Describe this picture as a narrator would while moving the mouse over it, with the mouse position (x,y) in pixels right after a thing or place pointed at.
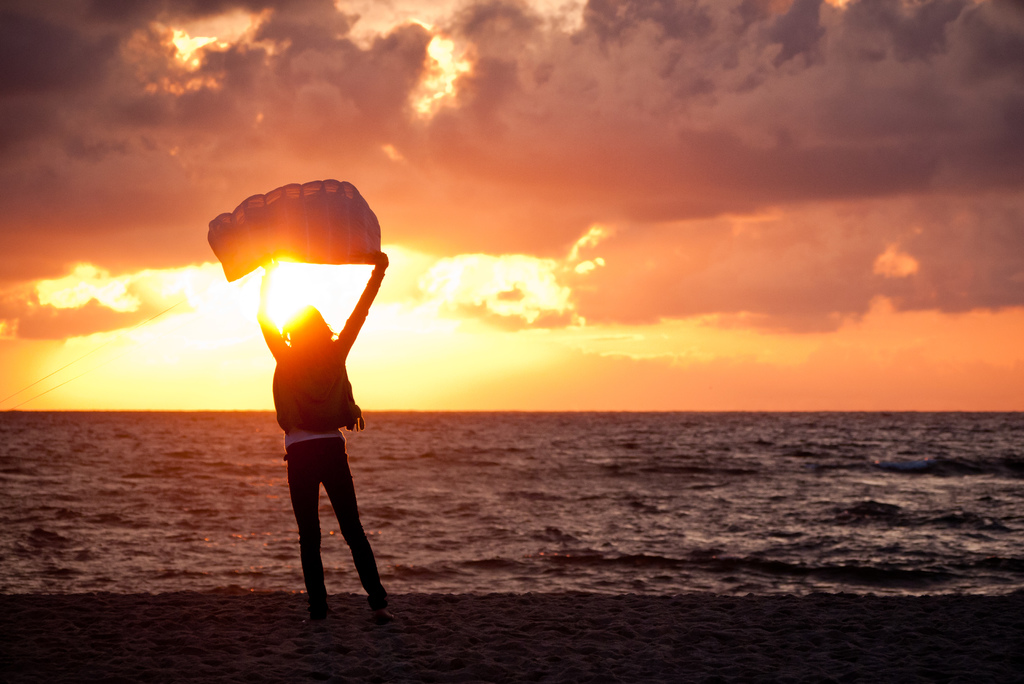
In this image we can see a person (340,398) standing on the ground (317,624) holding an object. On the backside (627,470) we can see a large water body (620,478), the sun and the sky (731,264) which looks cloudy.
